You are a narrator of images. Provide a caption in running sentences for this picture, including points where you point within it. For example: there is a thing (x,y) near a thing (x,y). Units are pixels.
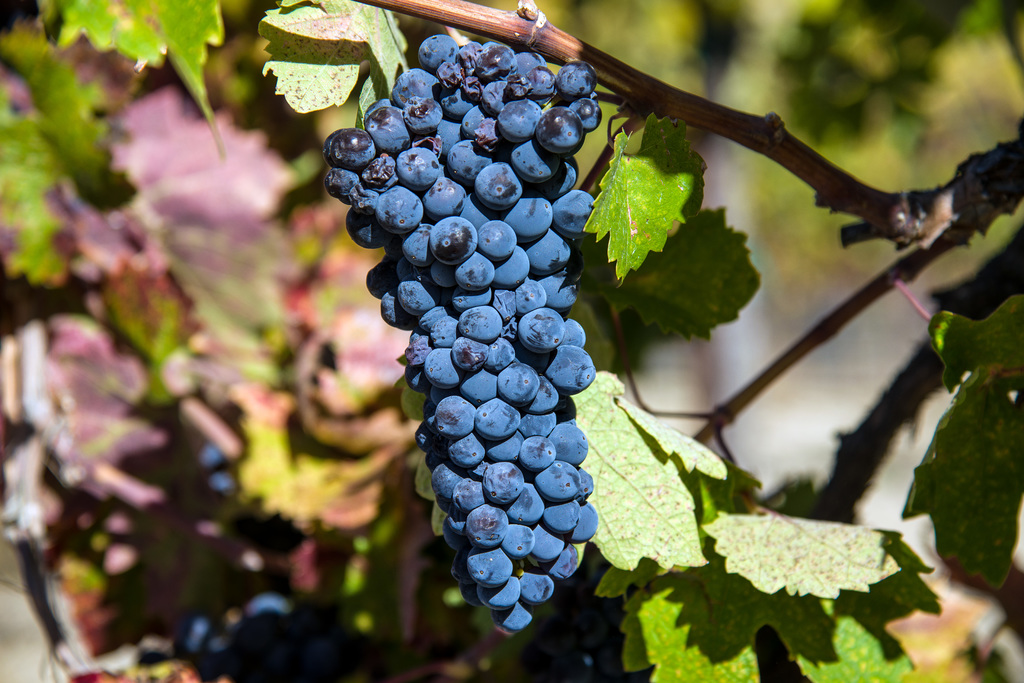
This image is taken outdoors. In this image there is a grape plant (88,470) with green leaves (669,142), stems (77,654) and grapes (524,410).
